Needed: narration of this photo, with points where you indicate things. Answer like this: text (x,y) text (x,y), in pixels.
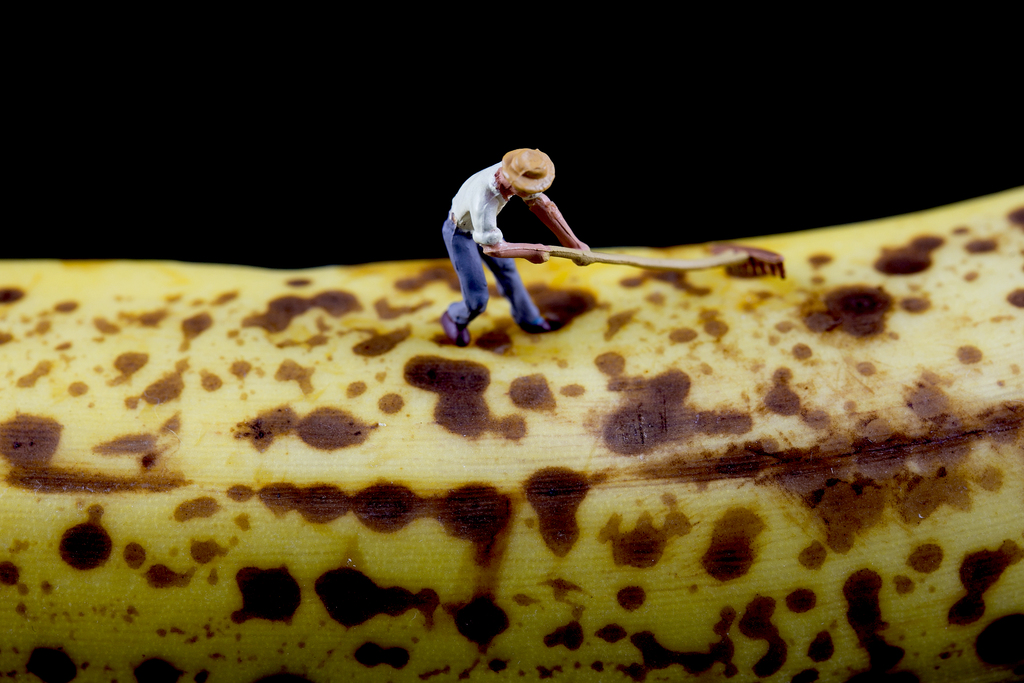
In this image we can see a man (451,261) holding something in the hand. In the background (324,124) it is dark. At the bottom (219,483) there is a yellow object (411,490) with brown spots (541,496) on that. And this is a real image.
